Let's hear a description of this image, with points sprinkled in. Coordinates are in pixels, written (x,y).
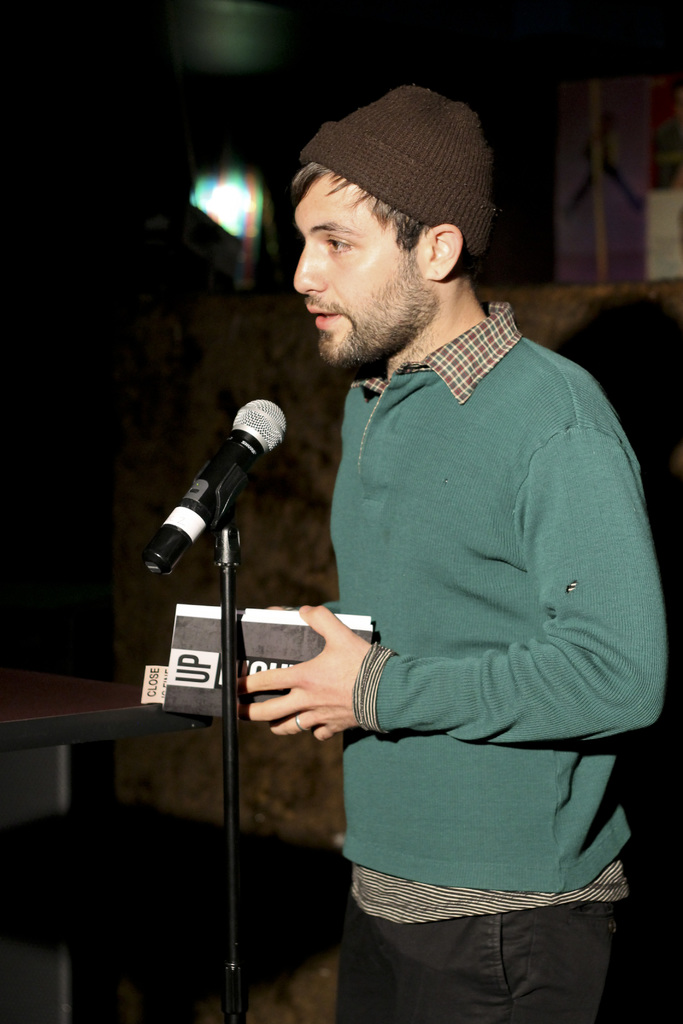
In the foreground of this image (570,704), there is a man (570,762) standing in front of a mic stand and holding a book (352,620) like an object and the background (215,256) image is not clear.
